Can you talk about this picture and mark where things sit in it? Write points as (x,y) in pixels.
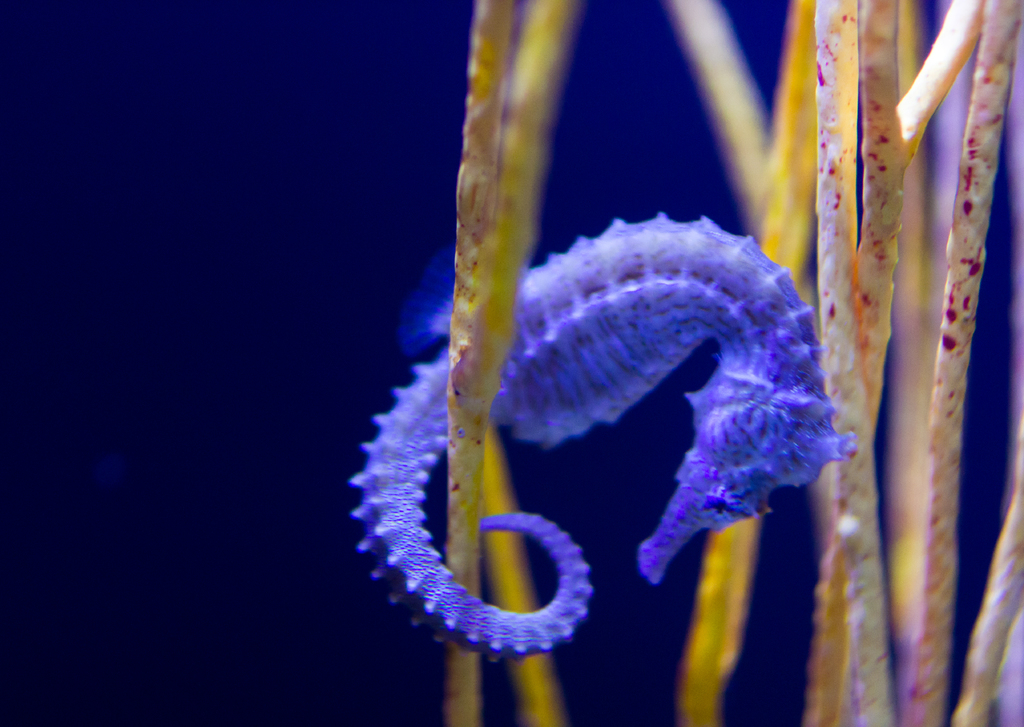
In this image there is a seahorse (727,423) and plants (840,167) in the water (356,696).
